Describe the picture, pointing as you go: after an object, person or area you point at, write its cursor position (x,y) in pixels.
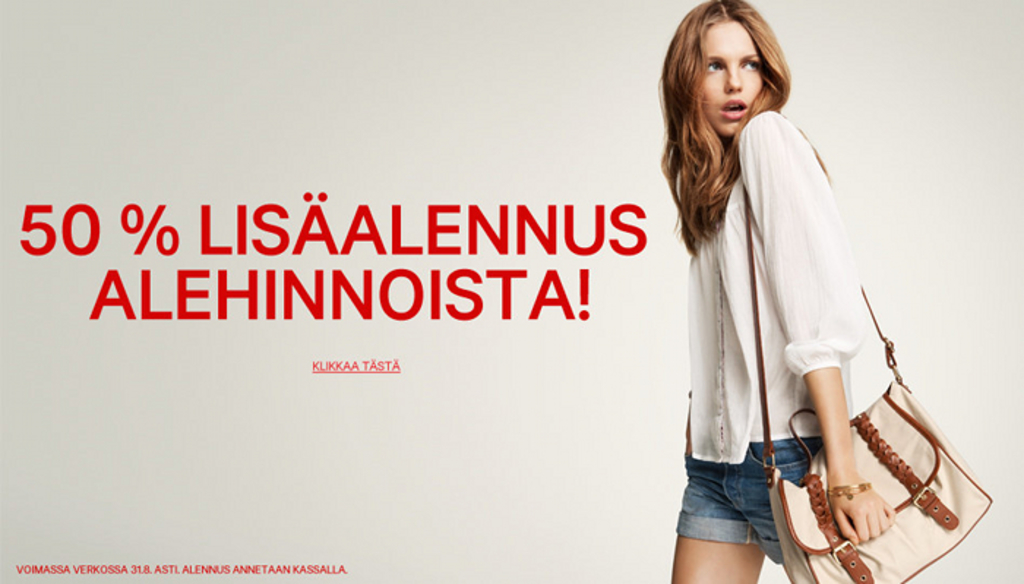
in this picture on the right (774,196) there is a woman (737,280) wearing white color shirt (820,278), a sling bag (796,568) and walking. On the left (253,236) we can see a wall (485,92) on which some text (436,290) is printed.
